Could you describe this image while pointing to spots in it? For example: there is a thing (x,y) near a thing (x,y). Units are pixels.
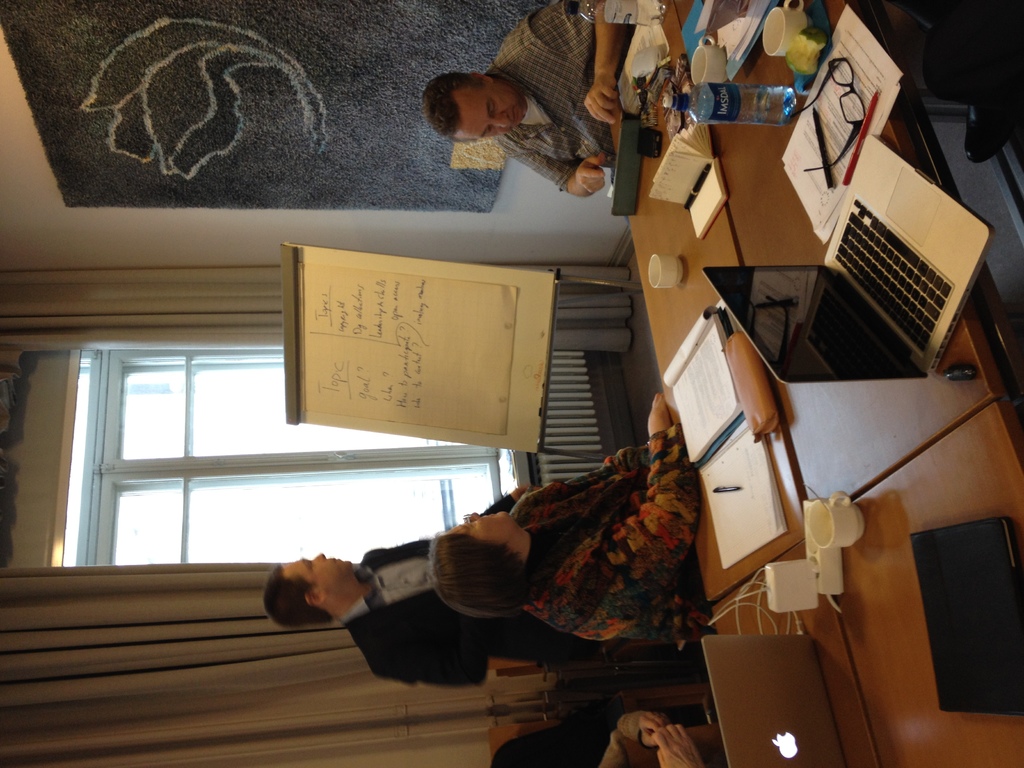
In this image, we can see two persons (546,513) wearing clothes (588,536) and sitting in front of the table (855,434). This table (801,412) contains bottle (729,90), laptops (890,362) and books (713,424). There is a board (509,320) in the middle of the image (521,312). There is a person (367,601) standing in front of the window (215,466) contains curtains (164,598).
